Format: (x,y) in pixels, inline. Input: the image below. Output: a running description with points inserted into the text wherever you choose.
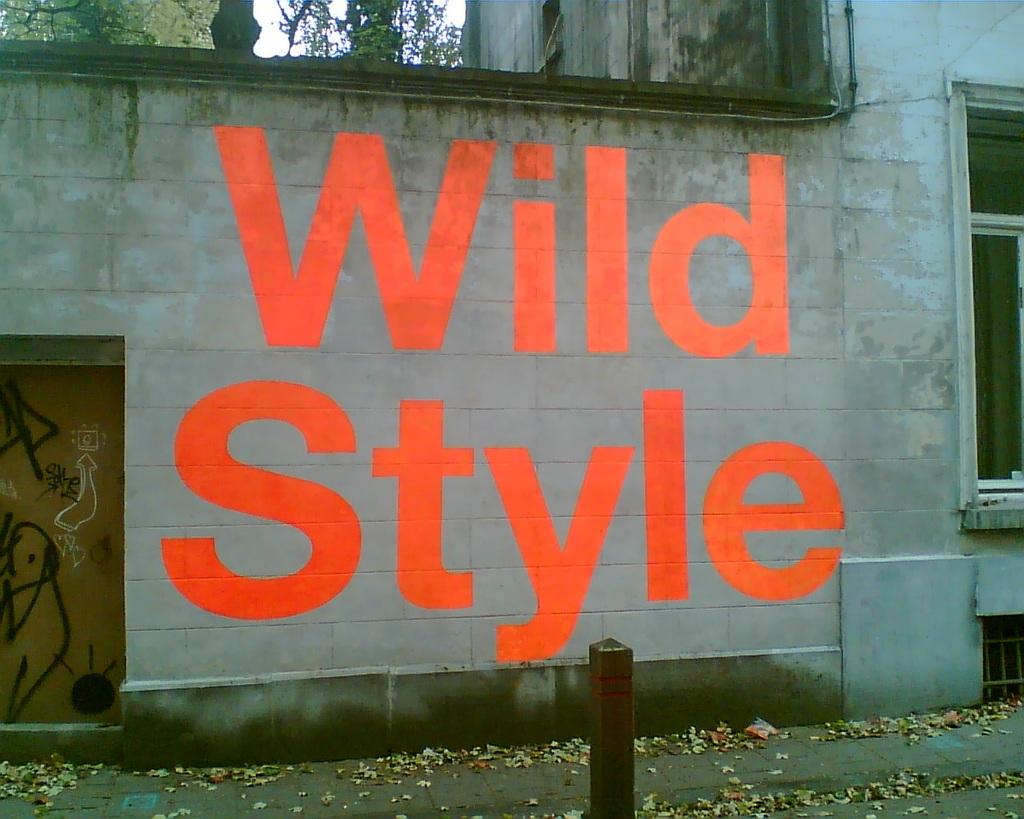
In this image I can see something written on the wall (795,570) of a building (720,256). There is a door (17,635) on the left (26,681). There is a window (1006,327) on the right (991,471). There are trees (392,55) at the back (418,62).
